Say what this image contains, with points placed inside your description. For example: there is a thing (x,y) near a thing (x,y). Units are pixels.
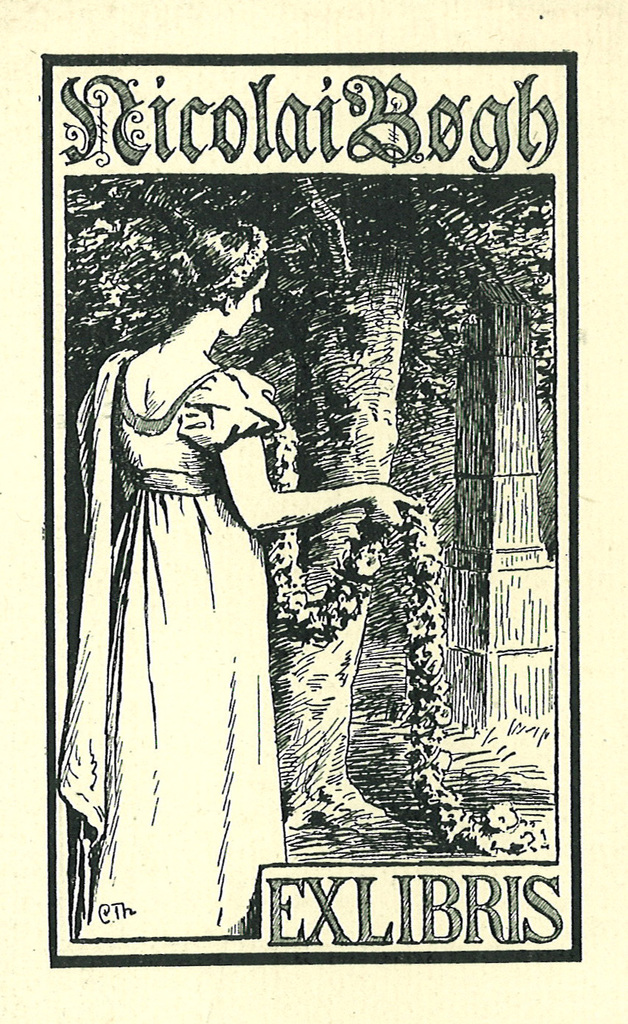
This image is a depiction and in this image we can see a woman (171,653) with a garland (336,596). We can also see the tree (408,291). Image also consists of the text (435,136).
